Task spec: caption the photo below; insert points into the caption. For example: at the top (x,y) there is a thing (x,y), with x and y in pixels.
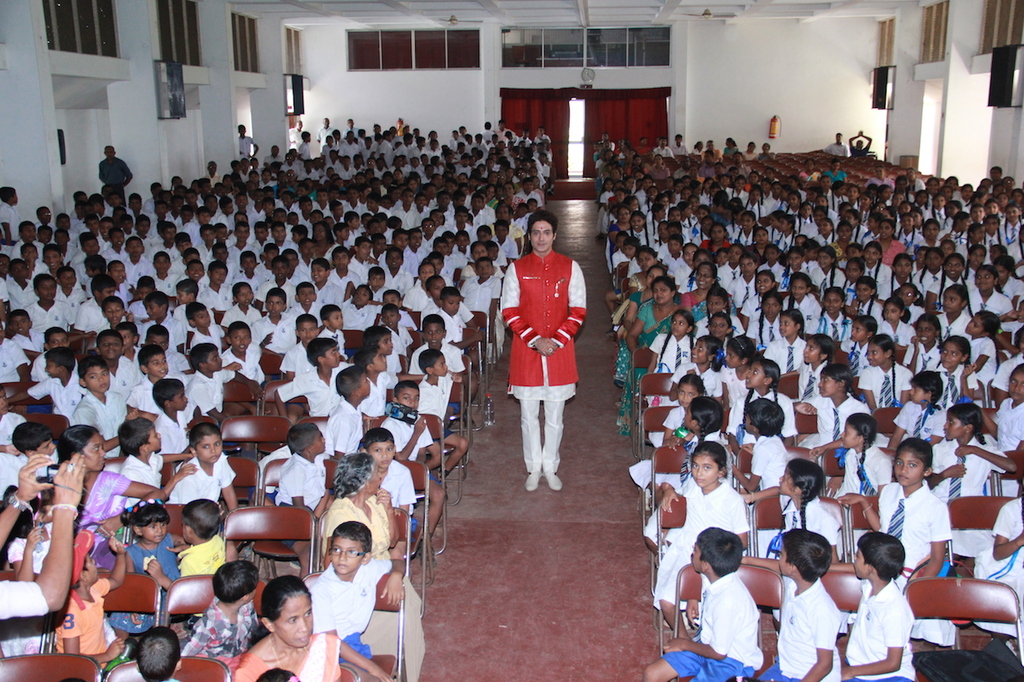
In this image I can see one person (530,379) is standing in the centre (523,279) and I can see this person (550,324) is wearing red and white colour dress (548,335). On the both side of this image I can see few women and number of children (416,310) are sitting on chairs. I can also see most children (736,305) are wearing school uniforms (933,286). On the both side of this image I can see few black colour things (996,51) on the wall (804,125). In the background (547,118) I can see red colour curtains (630,121) and a clock (588,72) on the wall (601,73). I can also see a fire extinguisher (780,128) on the right side of wall (785,124).
